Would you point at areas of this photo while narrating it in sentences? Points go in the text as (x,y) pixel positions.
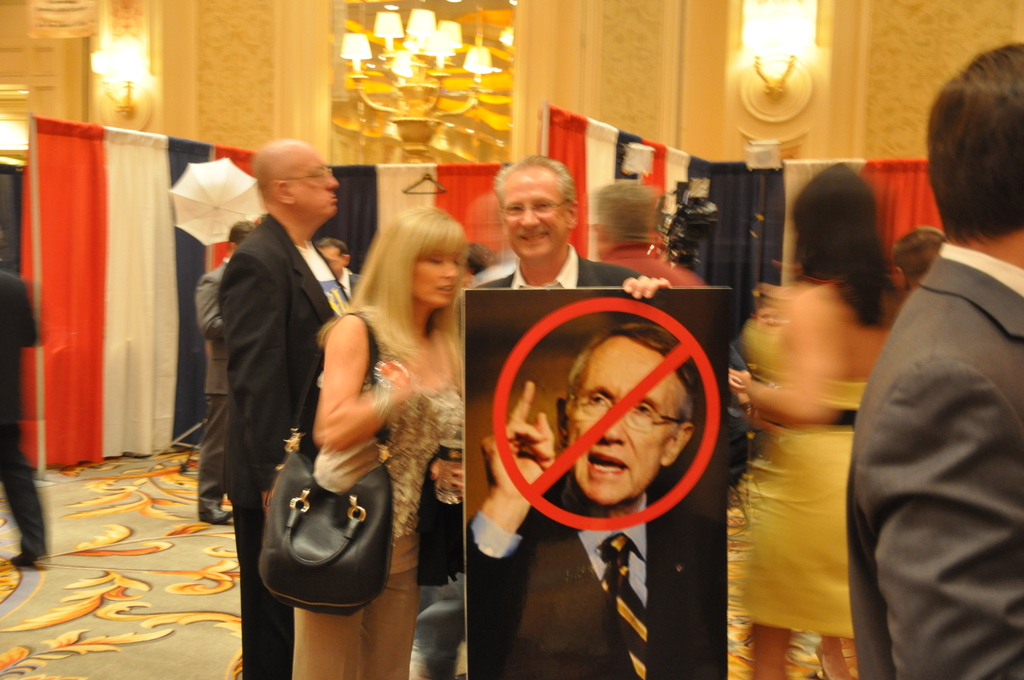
In this picture I can see number of people (931,293) standing and in the center of this image (545,281) I see a man (569,267) who is holding a board (574,294), on which there is a picture (582,445) of a man (601,460) and I see a sign (632,394) on his face (611,401). In the background (10,131) I see the clothes (404,168) and the lights (425,147).
